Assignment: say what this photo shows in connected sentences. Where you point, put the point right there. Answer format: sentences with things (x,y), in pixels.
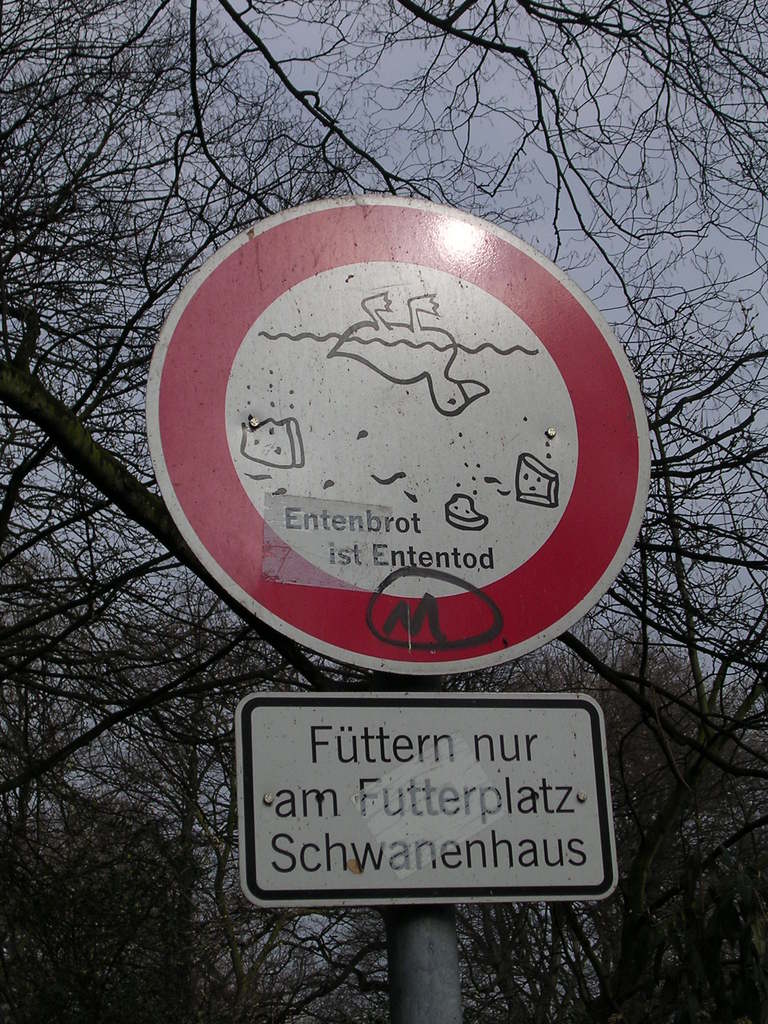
In this image, we can see some trees (546,137). There is a sign board (544,547) in the middle of the image (355,476).
